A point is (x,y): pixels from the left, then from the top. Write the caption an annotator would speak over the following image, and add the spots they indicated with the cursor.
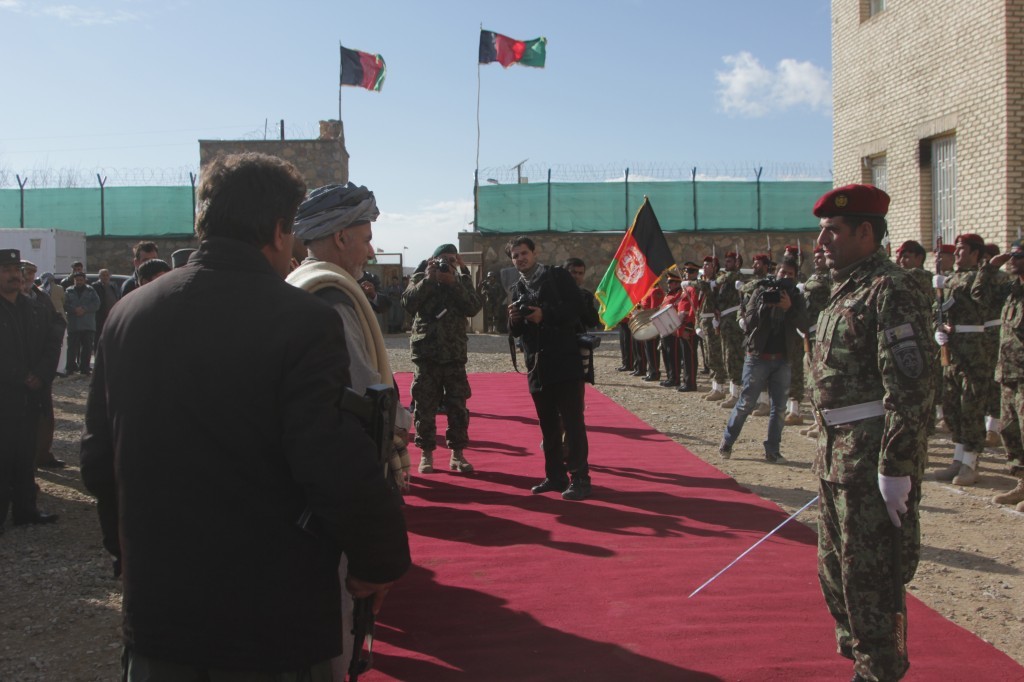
In the image we can see there are people (566,294) standing and the man (443,382) in the middle (438,307) is holding camera (445,270) in his hand (426,272). Behind there is a building (937,78) and there is a fencing (120,180). There are two flags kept on the top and in front (640,619) there is a red carpet (559,547) spread on the ground (660,572).
